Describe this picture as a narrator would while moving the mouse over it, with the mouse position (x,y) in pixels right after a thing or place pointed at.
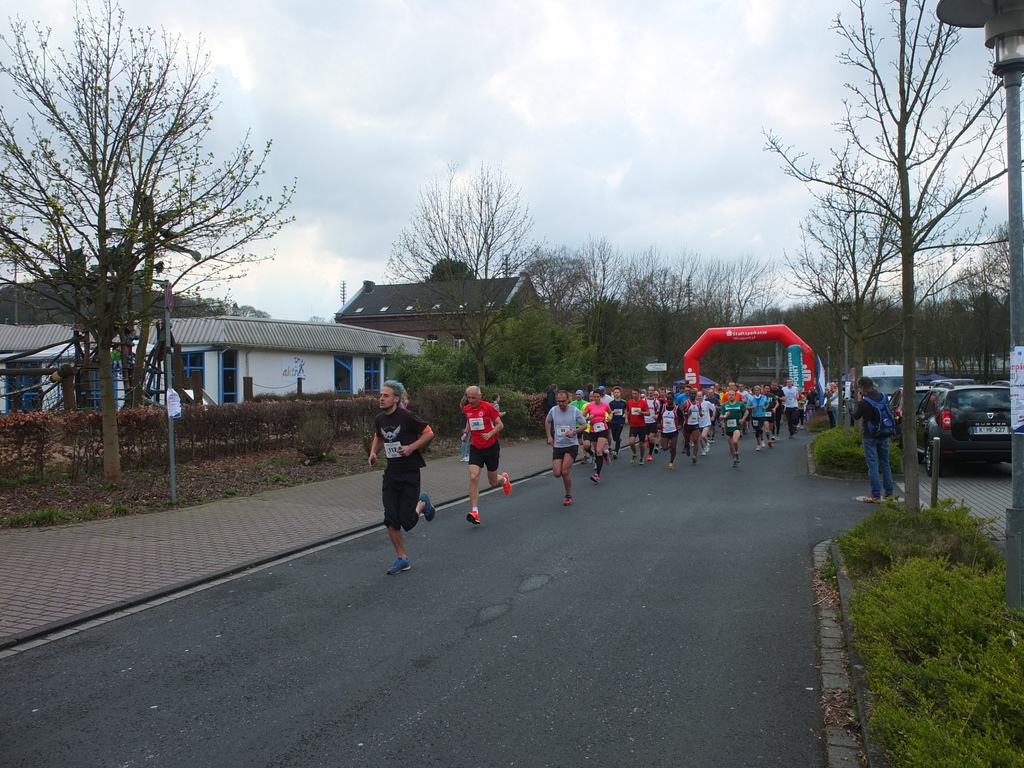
In this picture I can see few people (592,437) running on the road (776,462) and I can see few cars (938,428) and vehicles (950,393) parked. I can see buildings (388,293), few people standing and I can see plants (893,532) and a inflatable arch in the back (578,376). I can see few trees (722,320) and a cloudy sky (600,211).
